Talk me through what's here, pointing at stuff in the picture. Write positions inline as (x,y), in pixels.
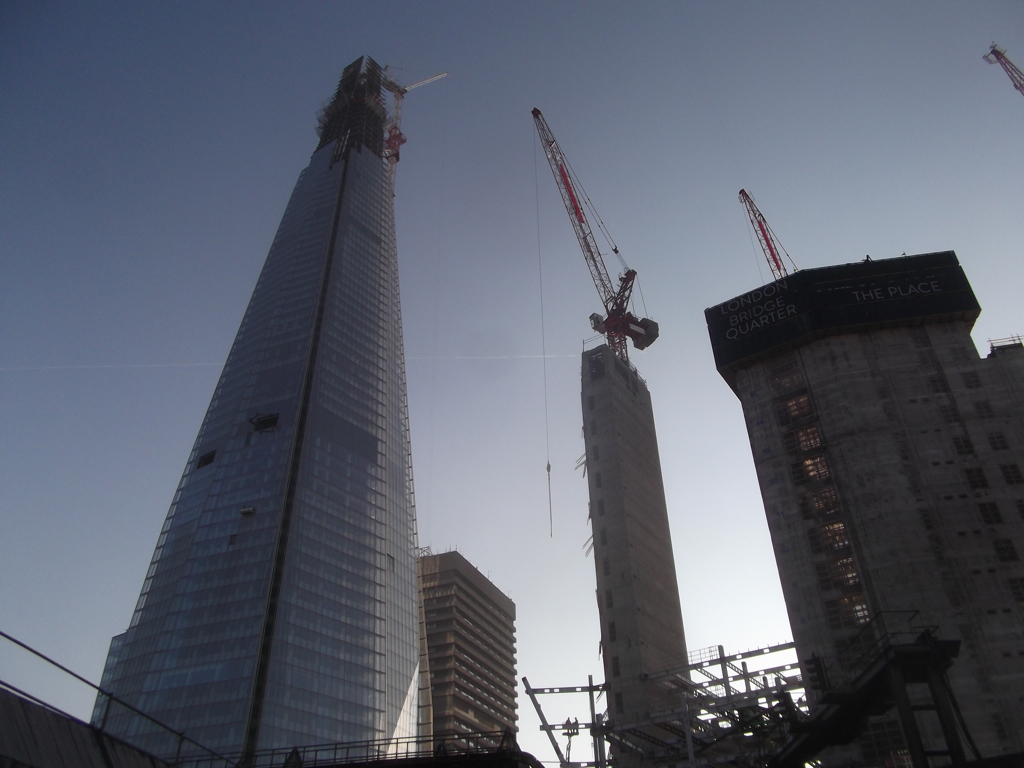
In this image we can see a few buildings (611,615), there are some cranes (622,265) and metal rods (685,697), in the background (637,105), we can see the sky (672,76).
